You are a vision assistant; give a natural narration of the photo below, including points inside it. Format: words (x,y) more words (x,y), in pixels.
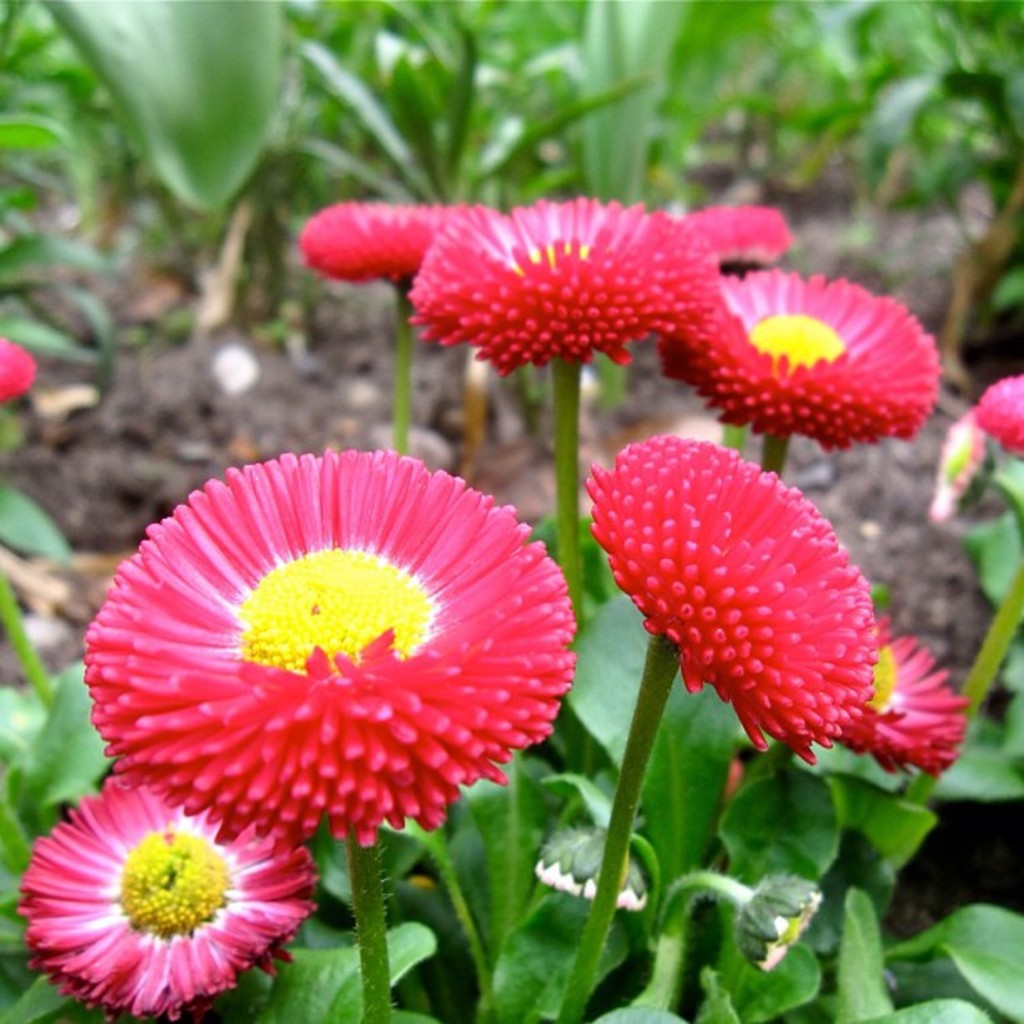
In this picture we can observe red and yellow color flowers (365,623). There are green color plants (709,840) on the ground (276,349).
